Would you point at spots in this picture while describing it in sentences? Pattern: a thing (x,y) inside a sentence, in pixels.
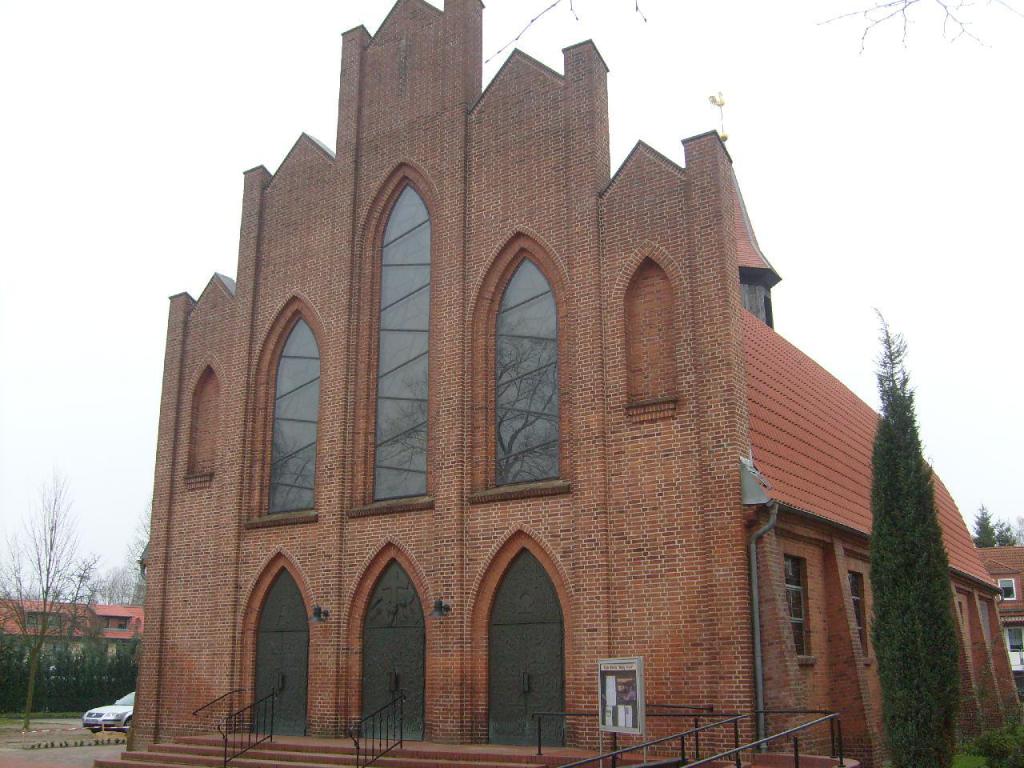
In this picture there is one big building (276,459) and which it is surrounded by trees (939,688) and at the left corner (103,718) there is one car (115,724) on the road (79,721) and there is another building (105,641) and in front of the building (450,546) there are stairs (340,751) and a big sign board (626,677) is placed and behind the building (989,596) there are another buildings (1005,562).
